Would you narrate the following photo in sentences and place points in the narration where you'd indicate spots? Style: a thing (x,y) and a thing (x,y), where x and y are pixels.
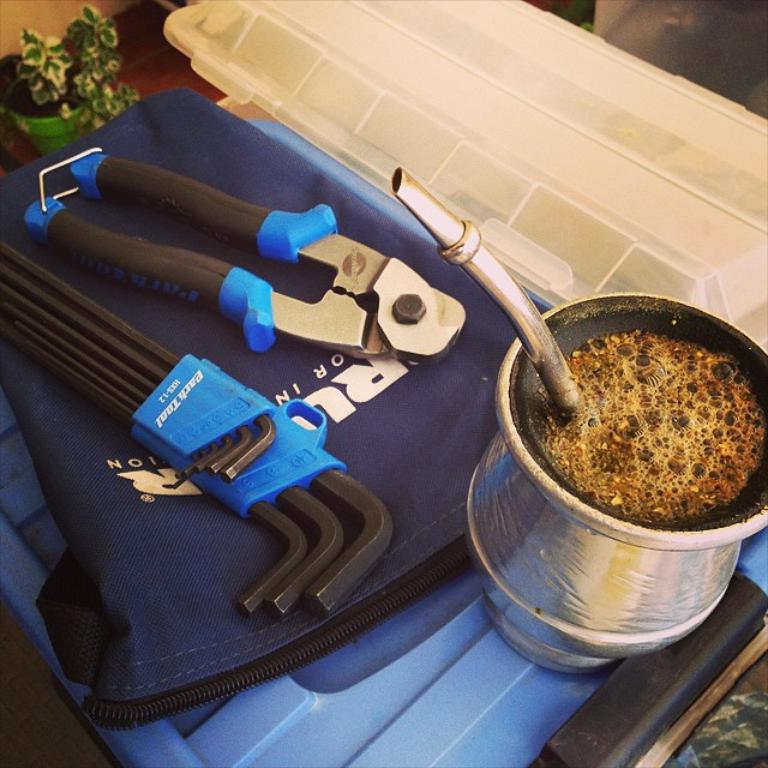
In this image we can a wire cutter (243,244) and other tool (109,398) on a bag (190,238), there is a jug (538,576) with some liquid (618,401) and object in it, also we can see a box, and a houseplant (63,51).
